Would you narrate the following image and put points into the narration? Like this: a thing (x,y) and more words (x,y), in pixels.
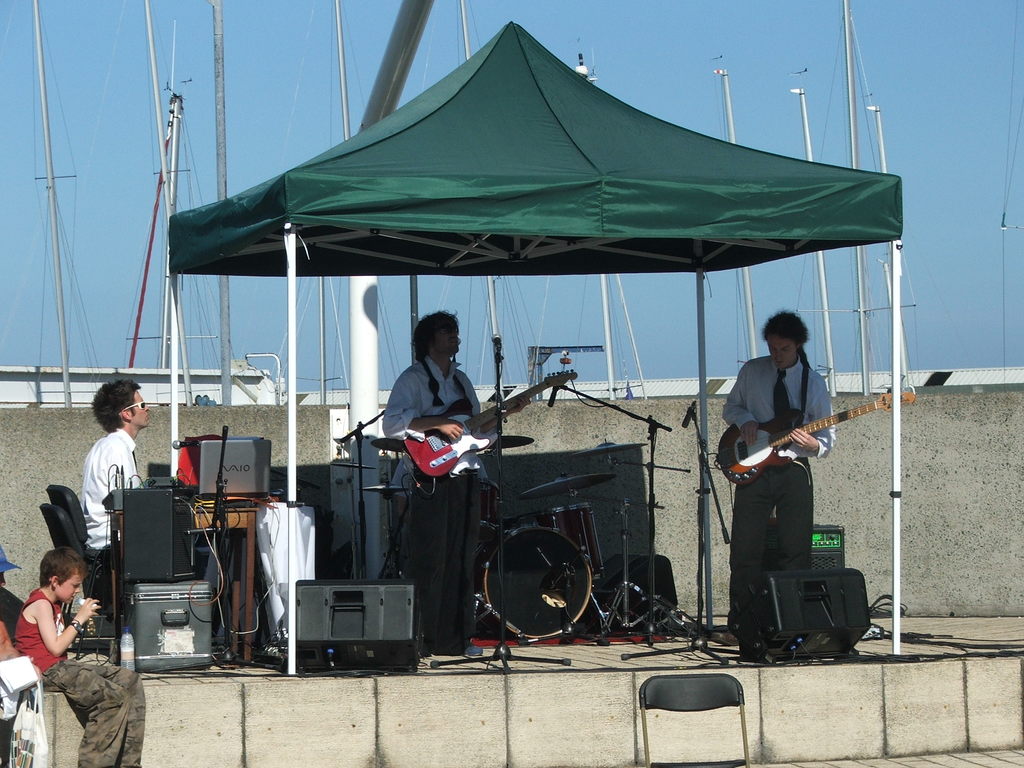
This image might be clicked in a musical concert. There are three people (425,553) on the stage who are playing musical instruments (610,448). The one who is in the middle (490,440) is playing guitar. There is a chair (693,686) in the bottom (678,685). There is a child (103,719) sitting on the left side (84,675). There is a tent (419,158) on the top (862,182) and the sky (647,73) on the top (676,45).
